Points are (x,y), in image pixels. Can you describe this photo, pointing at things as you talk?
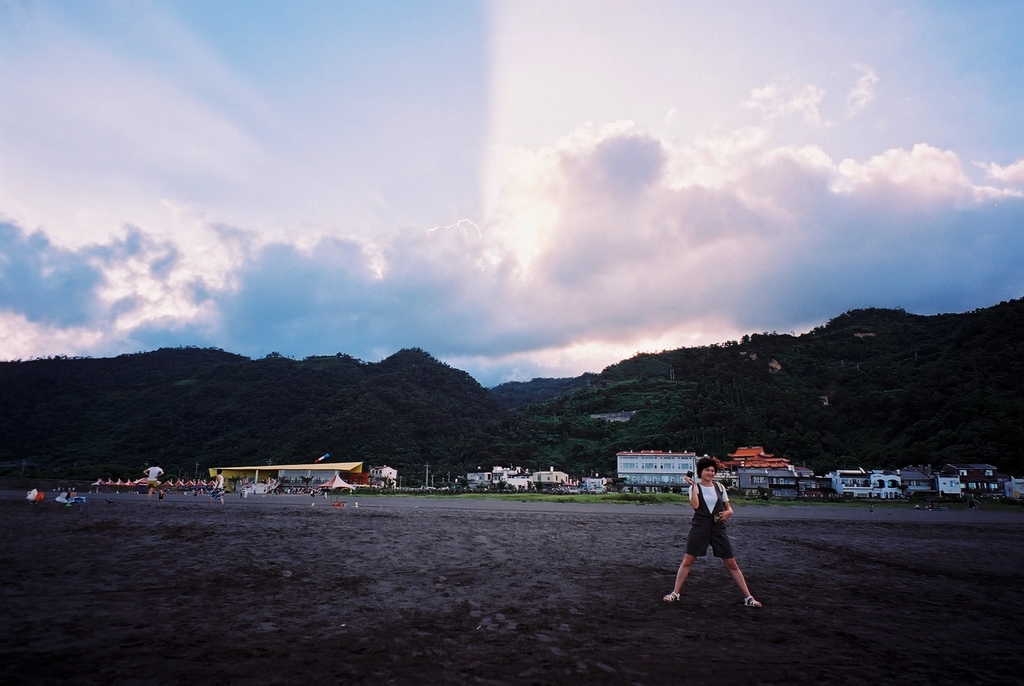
In the picture we can see a woman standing on the ground surface (419,633) and doing exercises and behind far away from her we can see houses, buildings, and behind it, we can see some hills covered with trees (271,387) and behind it we can see the sky (424,199) with clouds (512,199).
